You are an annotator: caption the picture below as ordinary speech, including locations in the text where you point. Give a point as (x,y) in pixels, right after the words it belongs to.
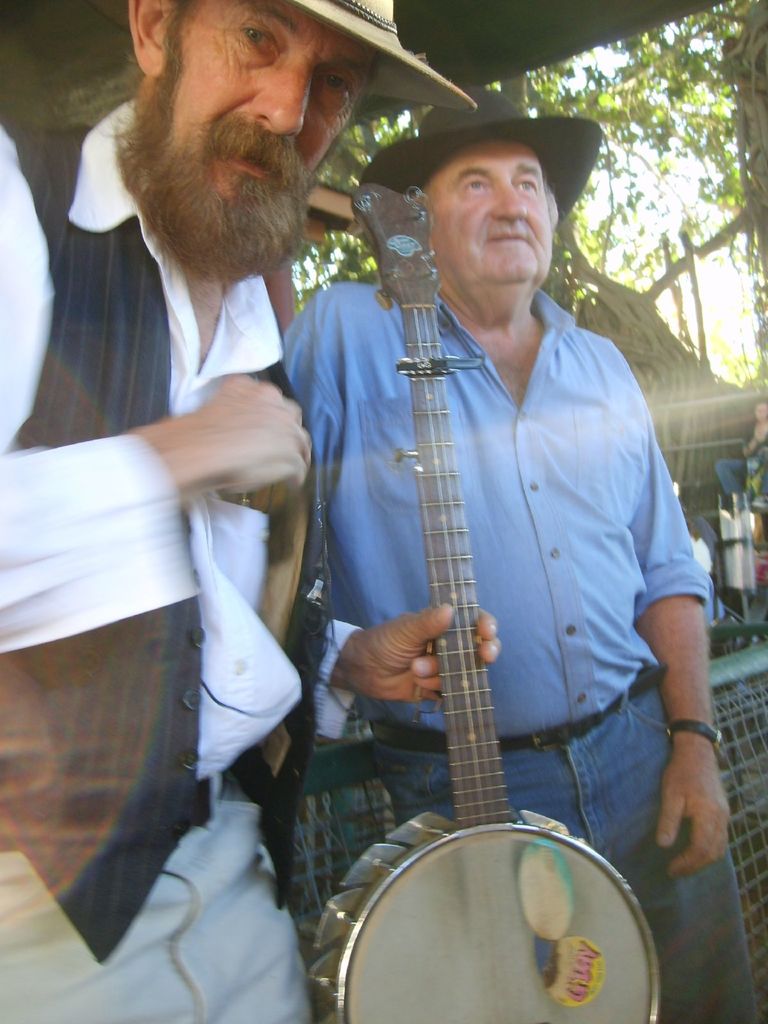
In this image i can see 2 persons (219,483) standing and a person (196,501) is holding musical instrument (440,652) in his hand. In the background (673,142) i can see few trees (739,85) and the sky (685,293).
